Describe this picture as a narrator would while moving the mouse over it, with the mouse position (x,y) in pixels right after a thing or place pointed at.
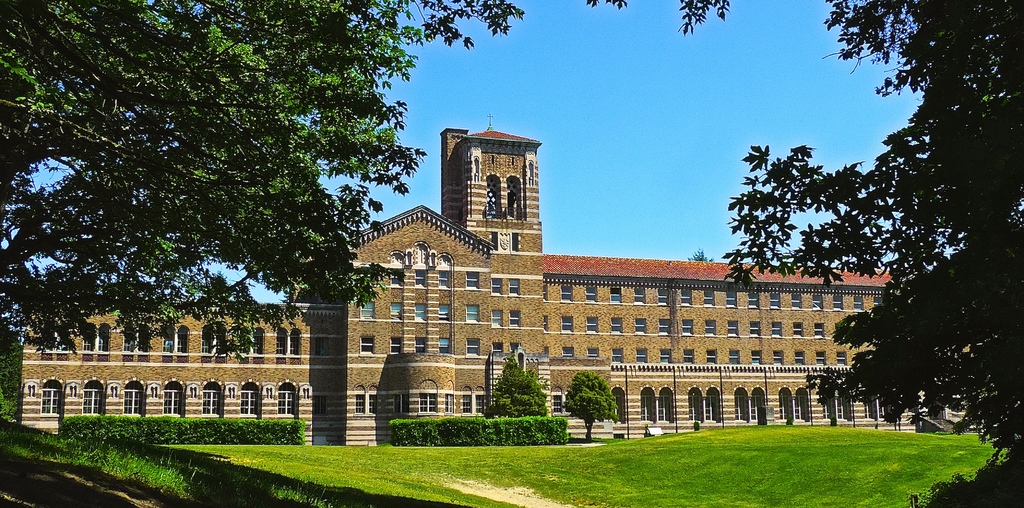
In this image, we can see trees (241,238), buildings (483,320), hedges (247,430) and at the bottom (746,467), there is ground (765,461).
